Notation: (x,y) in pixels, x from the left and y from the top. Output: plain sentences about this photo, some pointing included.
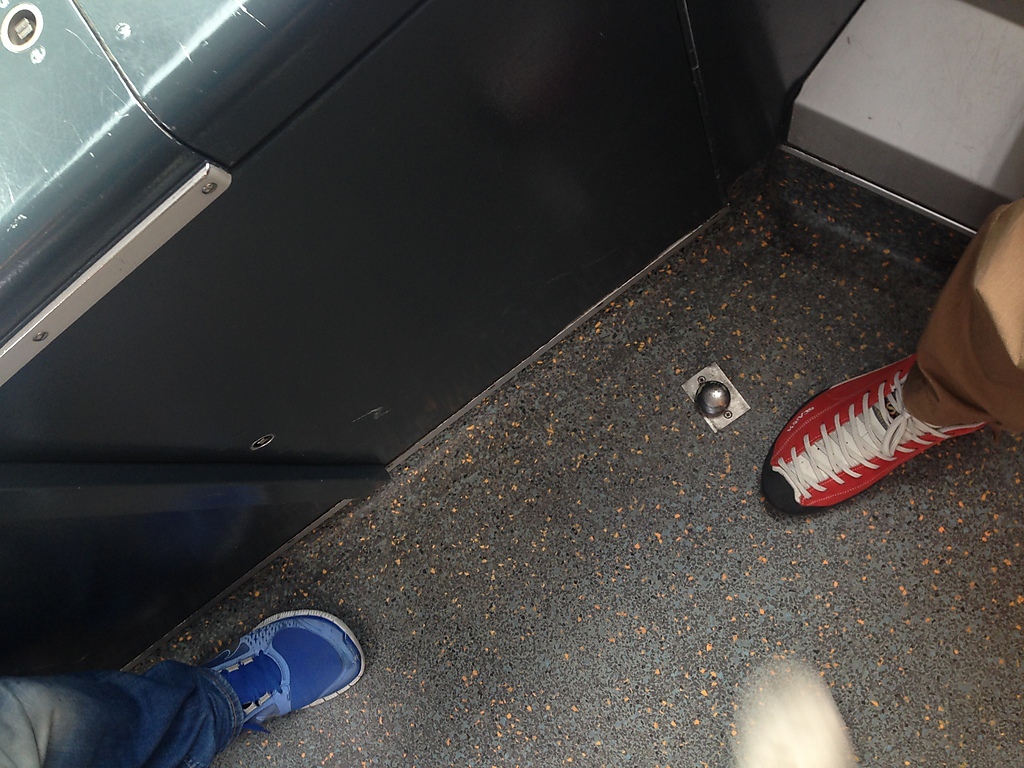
In this image, we can see legs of a people (861,448) and at the bottom (609,551), there is floor (590,549).
